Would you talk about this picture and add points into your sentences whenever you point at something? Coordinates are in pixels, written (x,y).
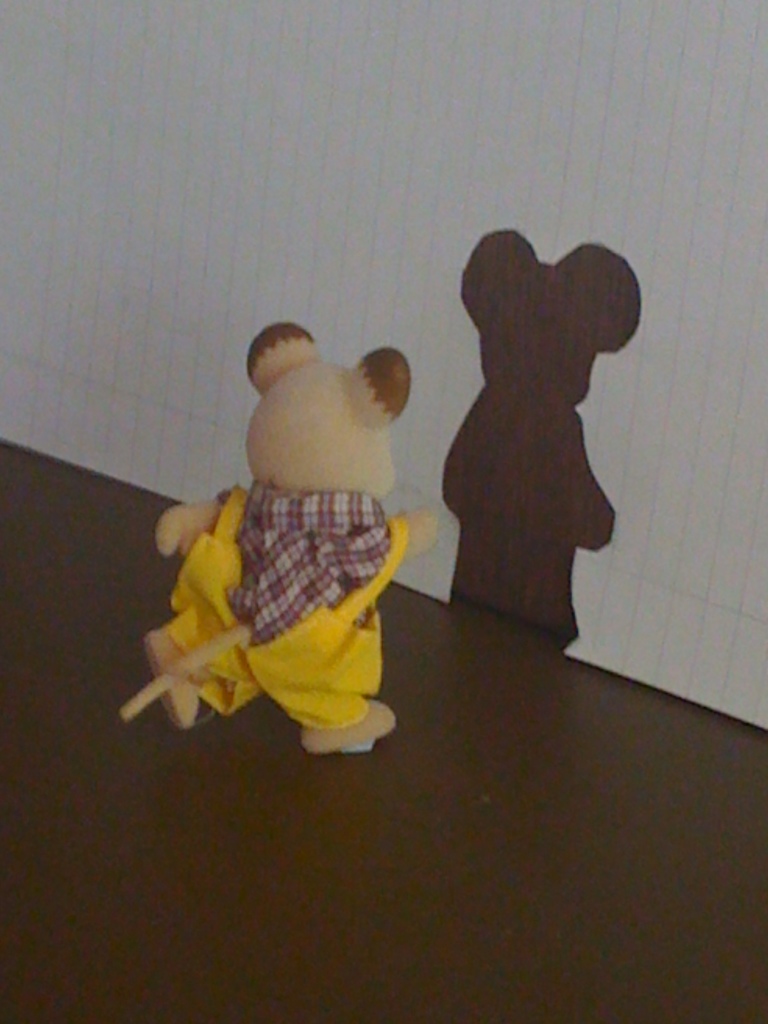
This picture shows about the small yellow color teddy bear toys (336,677) placed on the table (394,795). Behind you can see a shadow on the white wall (595,600).
